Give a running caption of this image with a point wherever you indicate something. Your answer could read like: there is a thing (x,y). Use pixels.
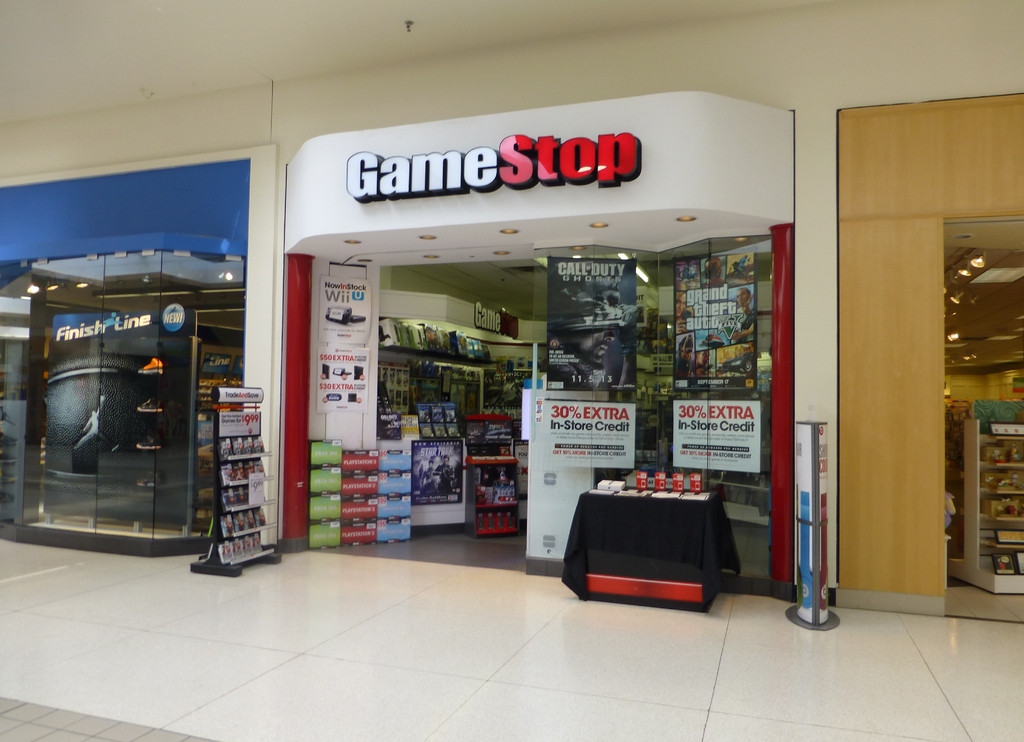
In this image there are stores (409,457).
